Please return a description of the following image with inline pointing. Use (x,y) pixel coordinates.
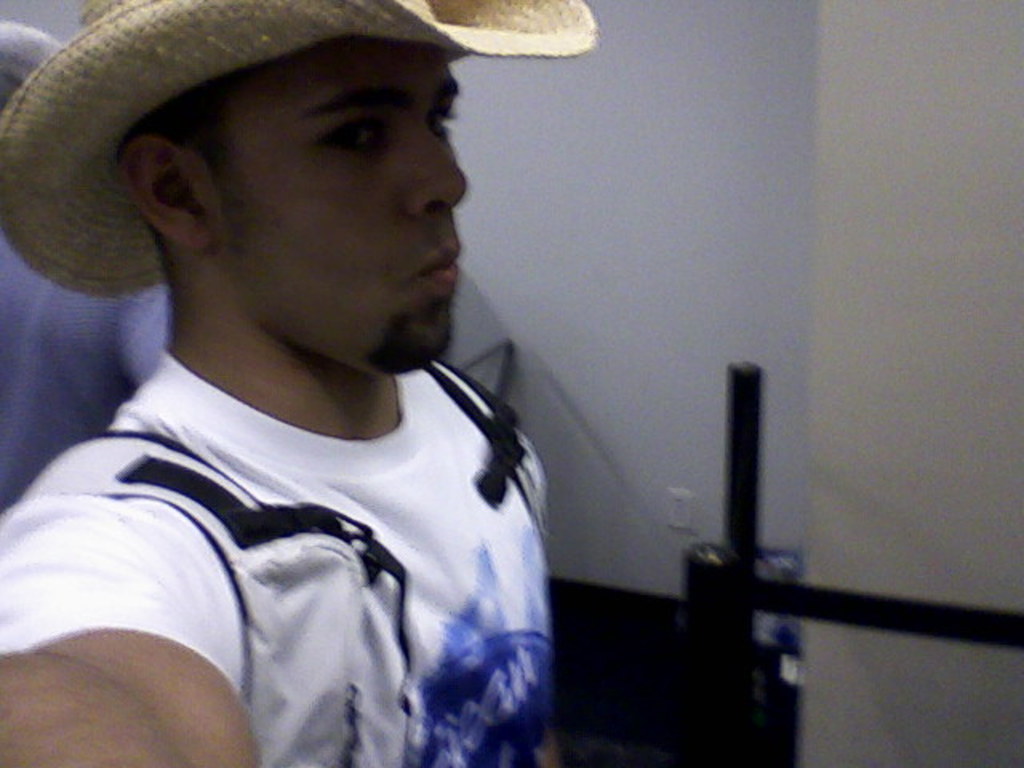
This image is taken indoors. In the background (739,169) there is a wall (722,217). On the left side of the image (308,540) there is a man (167,662) and he has worn a hat (168,30).
